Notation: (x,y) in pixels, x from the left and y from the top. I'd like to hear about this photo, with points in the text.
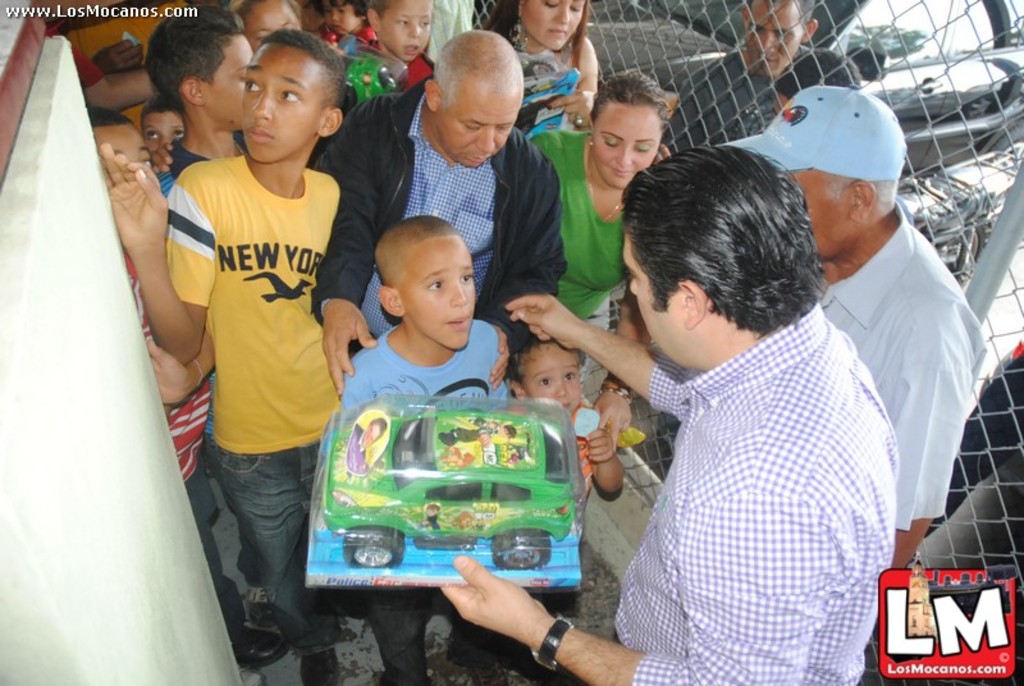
Here we can see a mesh (669,57), people (691,194) and vehicles (912,43). These people (740,228) are holding toy cars (461,488). Left side (46,10) corner of the image there is a watermark (160,11). Right side (987,646) bottom of the image (982,611) there is a logo (981,633).
